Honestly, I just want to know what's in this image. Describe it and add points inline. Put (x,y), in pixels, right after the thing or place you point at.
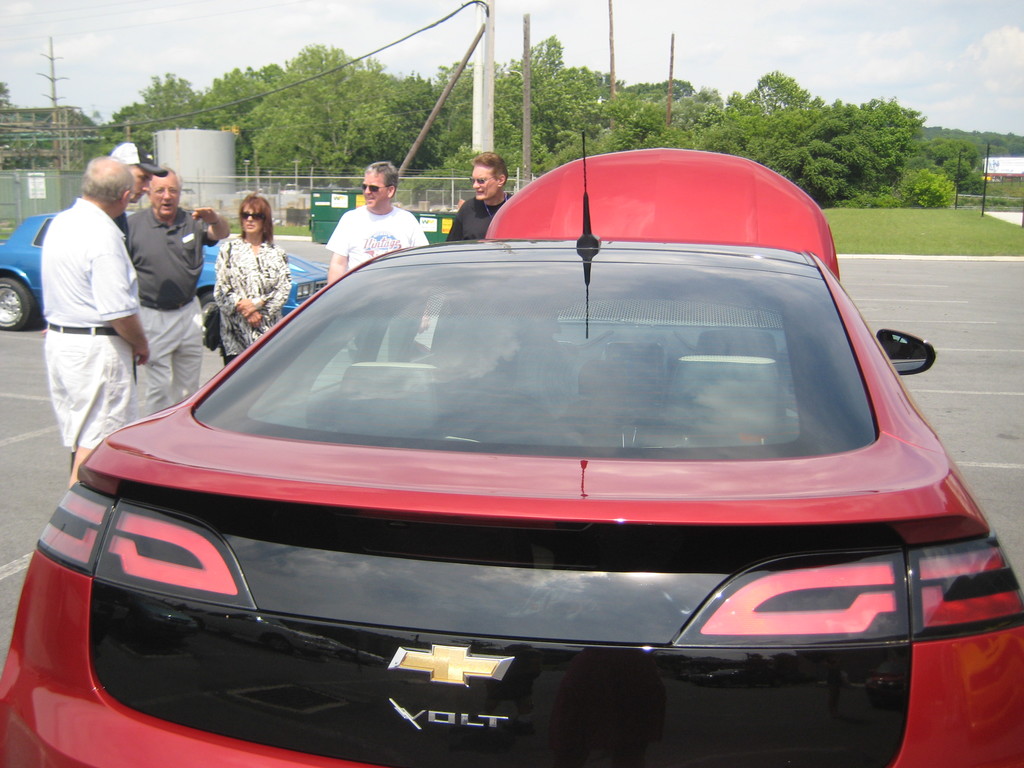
In this image we can see two cars (156,427) on the road (0,443), some people (60,273) are standing on the road (212,365), one woman (234,243) wearing a bag (218,345), some trees (971,168) in the background (937,141), some fences (965,196), some poles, one board (1023,173) with pole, some objects (322,191) on the ground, some posters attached to the objects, some objects (212,172) with poles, some grass (977,212) on the ground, one man (156,363) talking, some text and logo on the red car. At the top (997,61) there is the cloudy sky (646,80).
